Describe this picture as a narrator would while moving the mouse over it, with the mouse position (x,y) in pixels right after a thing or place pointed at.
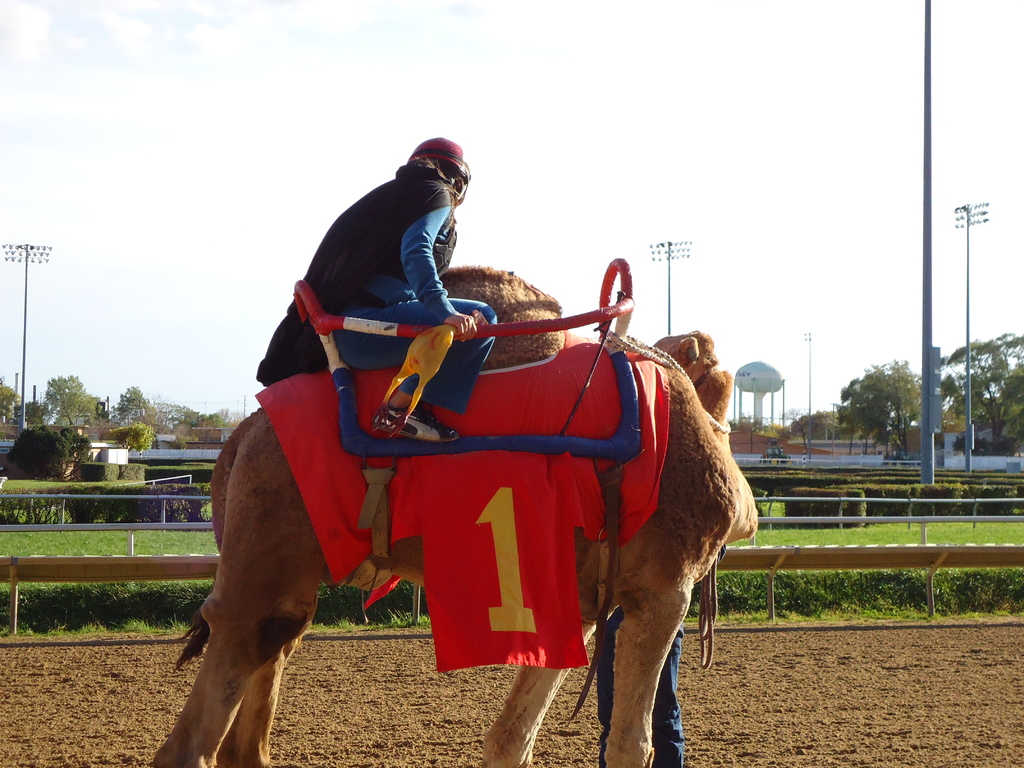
In this picture we can see a person (385,217) sitting on an animal (704,455). There is a red cloth (343,551) and a number (519,611) is visible on this cloth (443,416). We can see a few rods (385,443). There is a fence (45,578) from left to right. Some grass (63,543) is visible on the ground (63,543). There are a few trees (898,407), poles (934,403) and a white object (762,386) is visible in the background (754,409).
